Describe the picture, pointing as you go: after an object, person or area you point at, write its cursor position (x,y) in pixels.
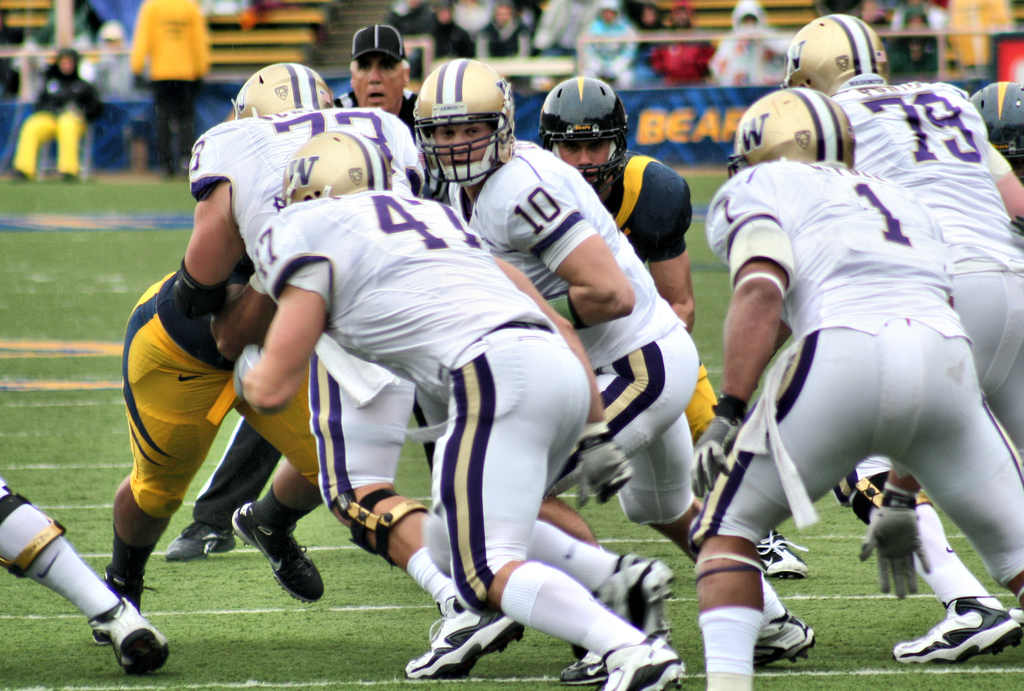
In this image it seems like it is a football match. There are football players (599,228) playing on the ground (272,617). All the football players (458,196) are wearing the helmets (380,172). In the background (437,51) there are spectators (100,36) sitting in the chairs (230,47) and watching the game. On the ground (251,625) there is grass (261,610).
